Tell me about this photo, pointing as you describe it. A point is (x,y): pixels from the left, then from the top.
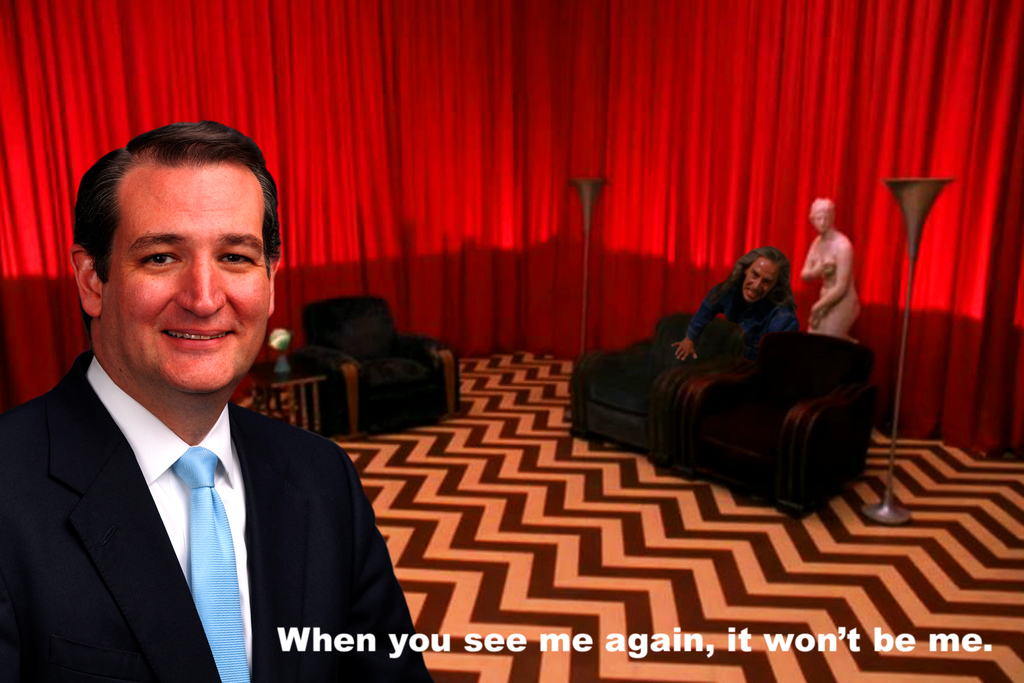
In this picture we can see two persons (246,420) and a statue (830,246). This is the first person (159,438) and he is the second person (771,307), the first person (191,339) is laughing, in the background (587,265) we can find some metal rods (590,202), sofa (425,364) and curtains (483,147).
